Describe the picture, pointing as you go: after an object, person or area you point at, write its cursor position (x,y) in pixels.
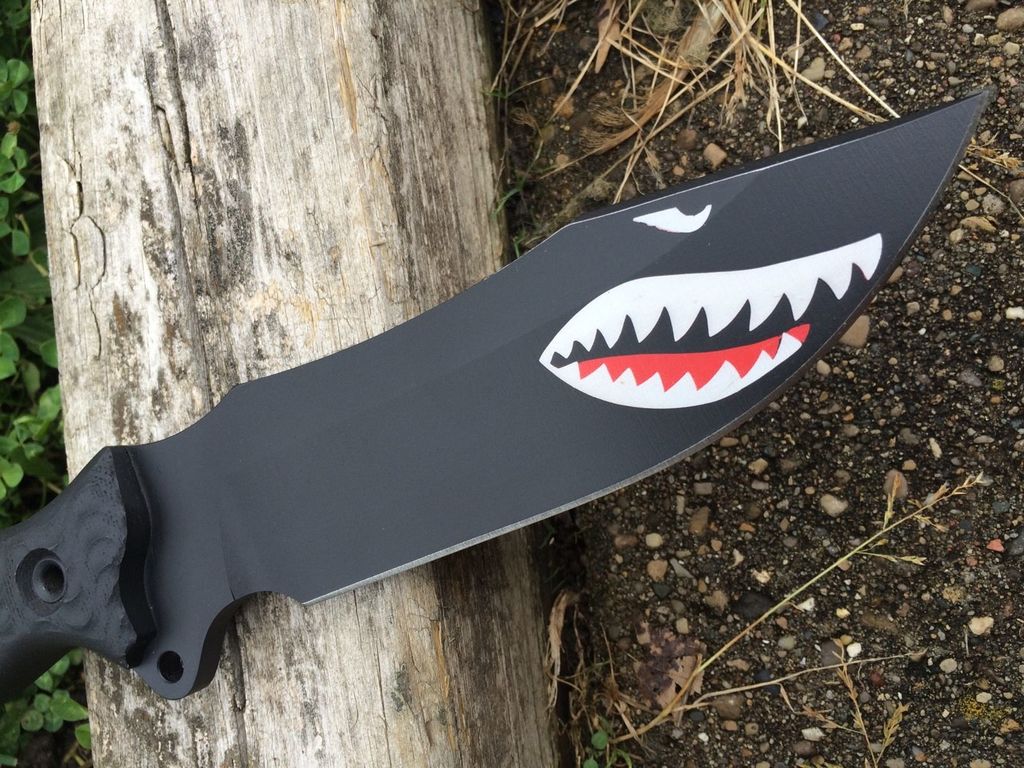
The picture consists of knife (584,490), wooden log (284,732), plants (18,182), grass (746,33) and soil (741,466).
